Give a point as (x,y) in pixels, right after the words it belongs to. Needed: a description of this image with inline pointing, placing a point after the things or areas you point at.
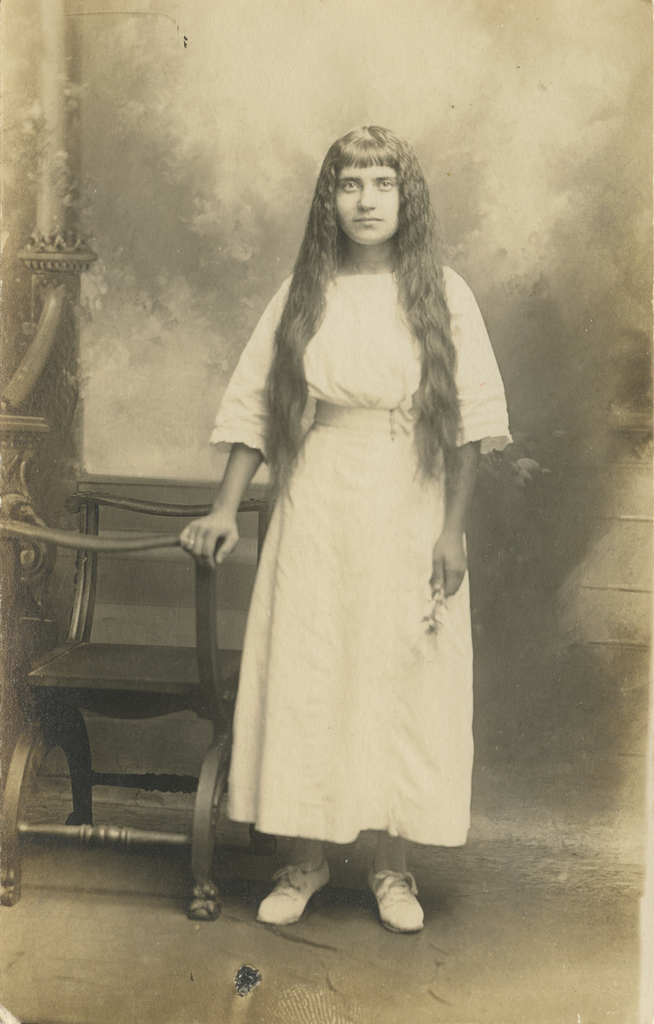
This picture shows a woman (318,281) standing and holding a chair (81,635) with her hand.
